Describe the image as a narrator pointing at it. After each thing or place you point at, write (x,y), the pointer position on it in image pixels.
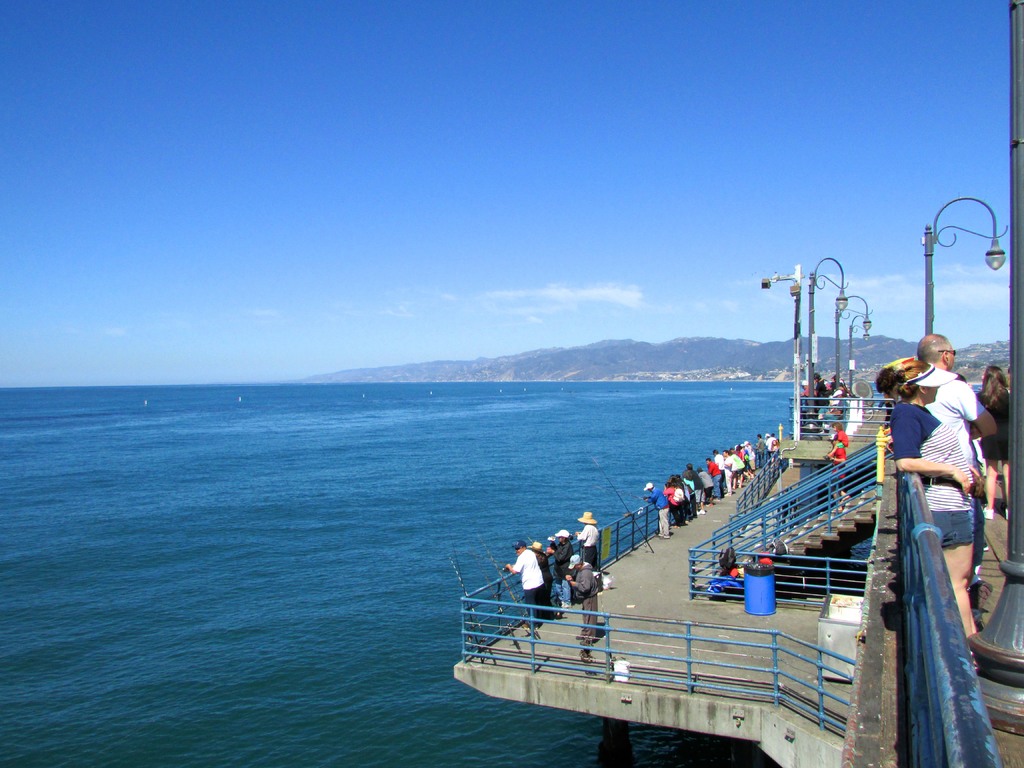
In this image we can see many people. There are few street lights (865,321) in the image. We can see the sea (346,454) in the image. There are few clouds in the sky (790,319). There are few objects (756,595) on the ground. There are few hills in the image.
